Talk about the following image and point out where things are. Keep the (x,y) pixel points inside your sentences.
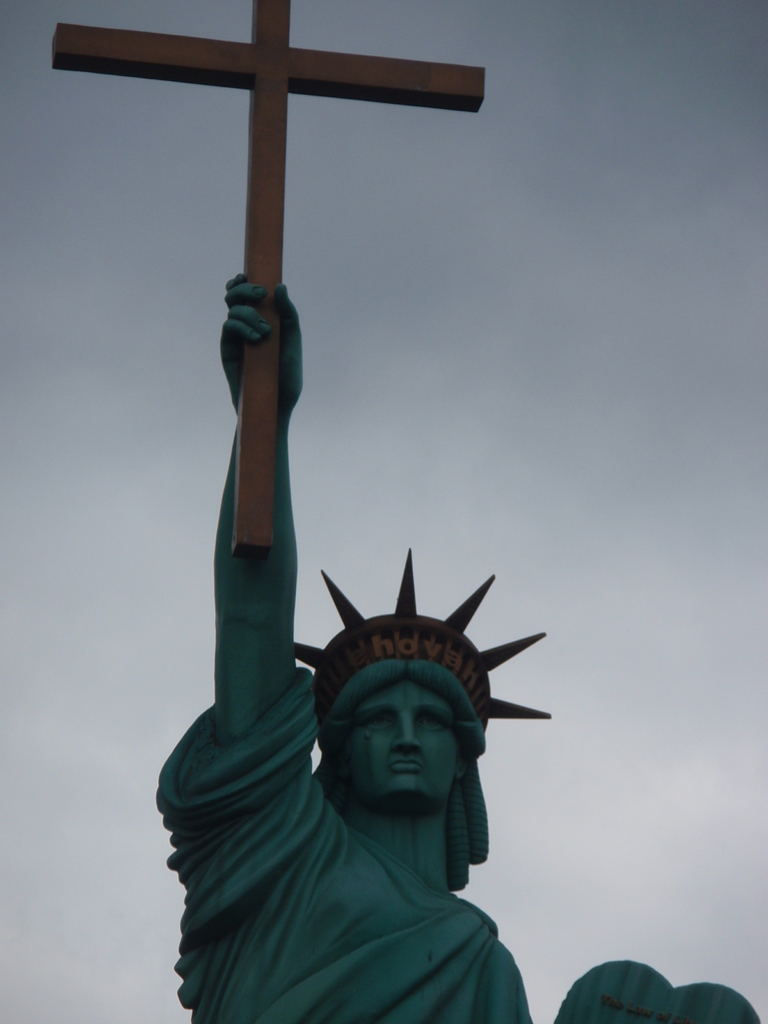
In this image we can see statue (364,749) which is holding holy cross (364,100) in hands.
